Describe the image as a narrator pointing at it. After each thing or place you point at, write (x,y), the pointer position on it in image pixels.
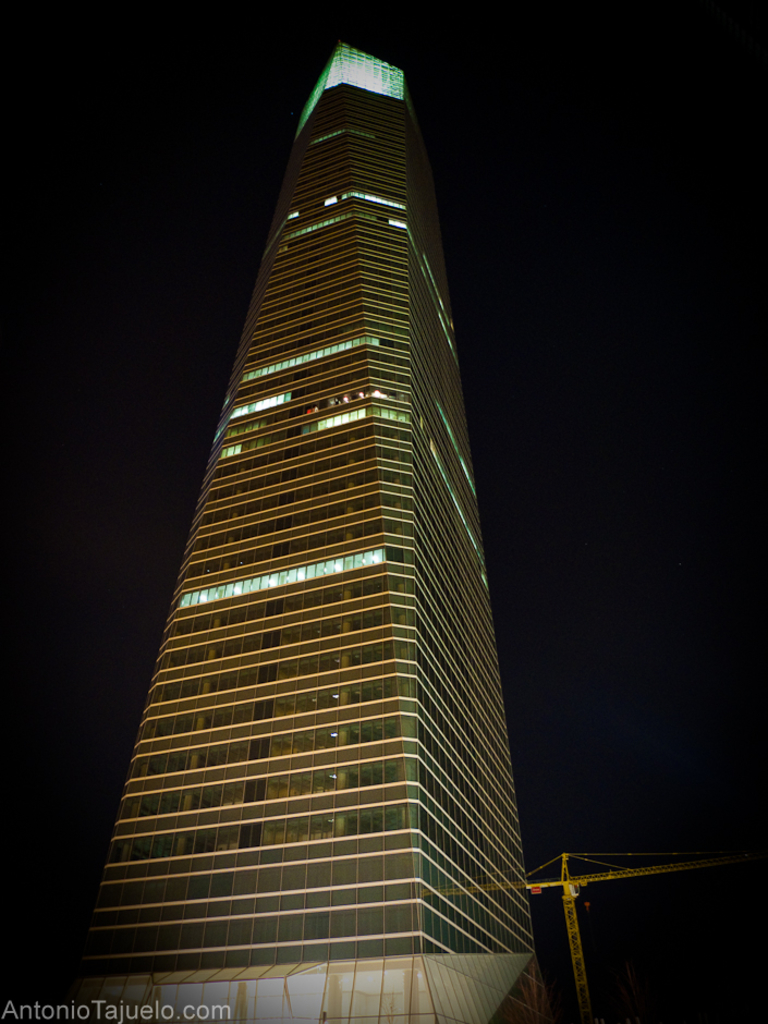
In this image there is a tall building (398,335). There are lights (366,65) at the top of the building (334,69).
